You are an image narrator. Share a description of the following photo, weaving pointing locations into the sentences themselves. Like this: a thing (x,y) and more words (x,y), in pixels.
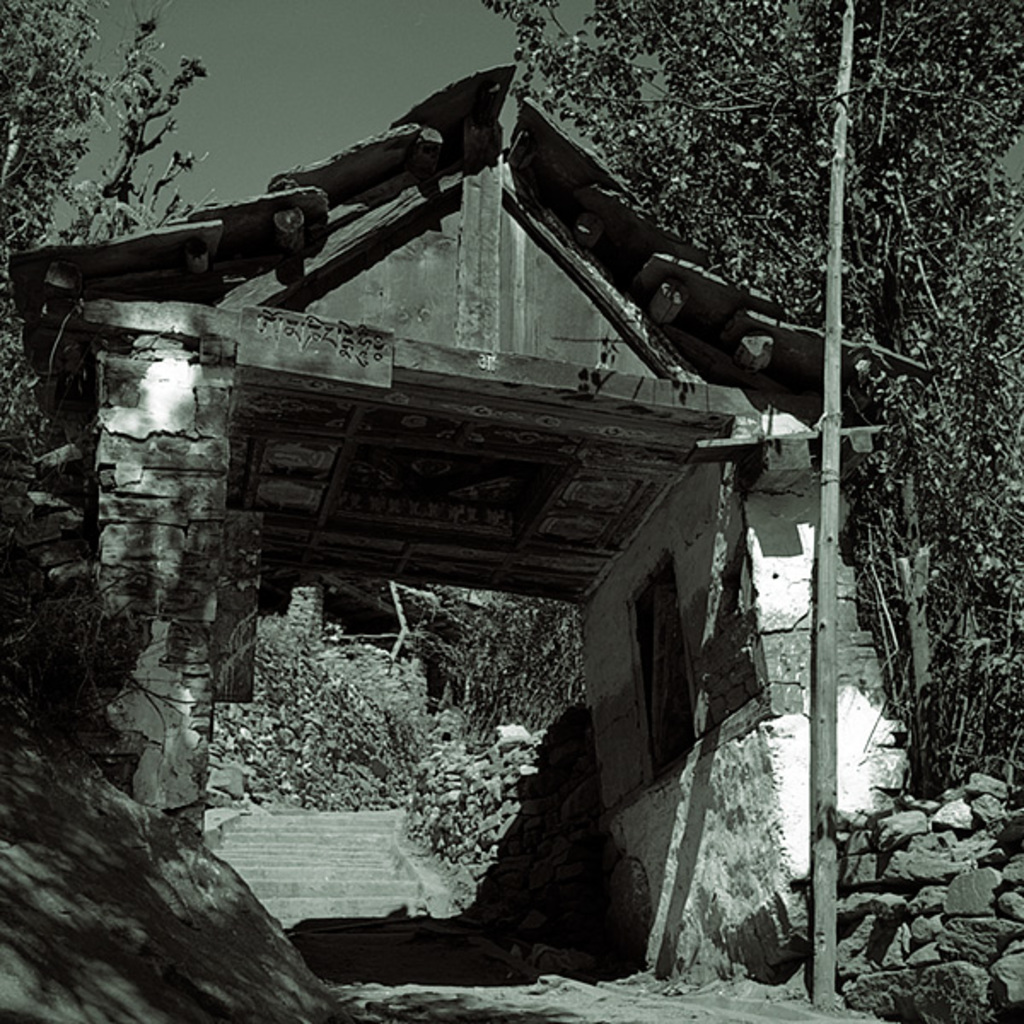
In the foreground of this image (636,509), there is a shelter (301,381) which is in hut shape. In the background (60,135), there are trees (783,142), stones (439,798), stairs (314,836) and the sky (283,104).
